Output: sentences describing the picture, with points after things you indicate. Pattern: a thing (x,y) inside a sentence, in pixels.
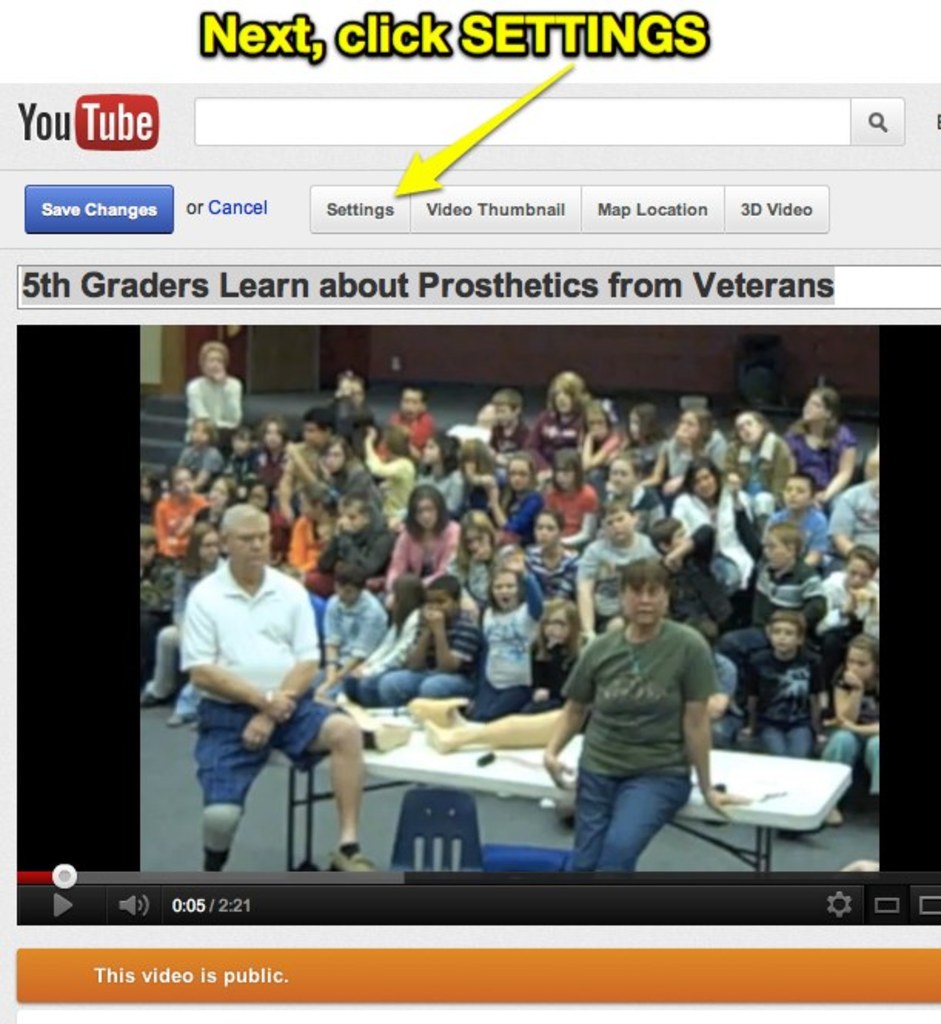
This is a screenshot picture. Here we can see all the persons (547,476) sitting. We can see two persons (643,697) sitting near a table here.
